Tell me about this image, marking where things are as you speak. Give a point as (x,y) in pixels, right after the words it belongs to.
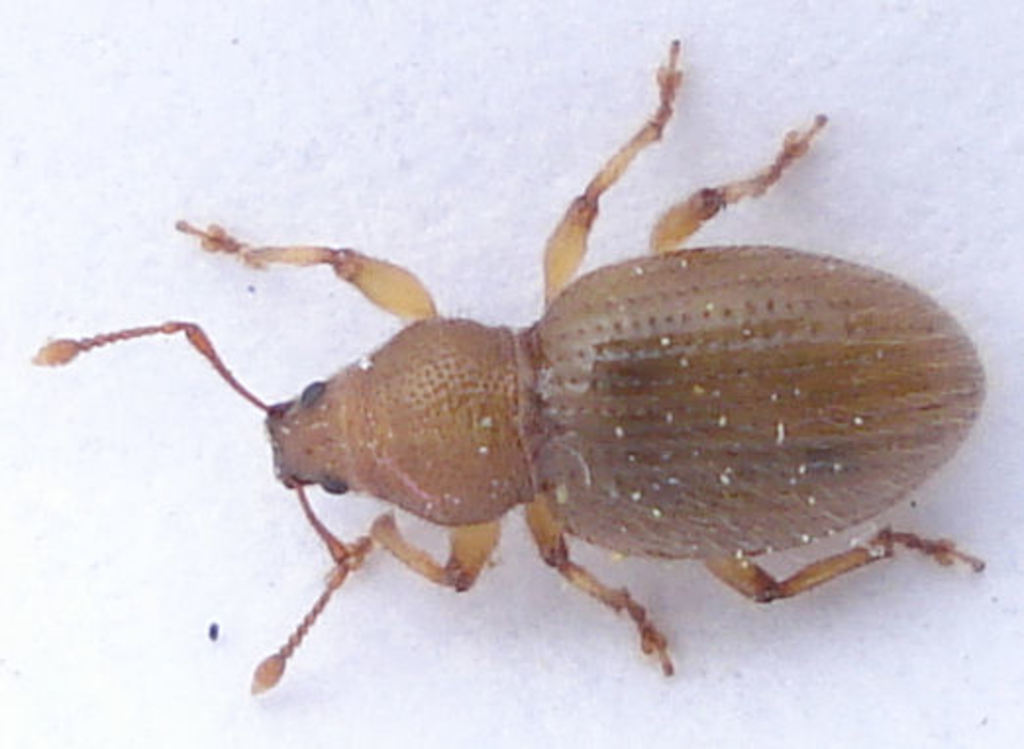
In this image I can see an insect (621,547) in brown color and I can see the white color background (189,91).
